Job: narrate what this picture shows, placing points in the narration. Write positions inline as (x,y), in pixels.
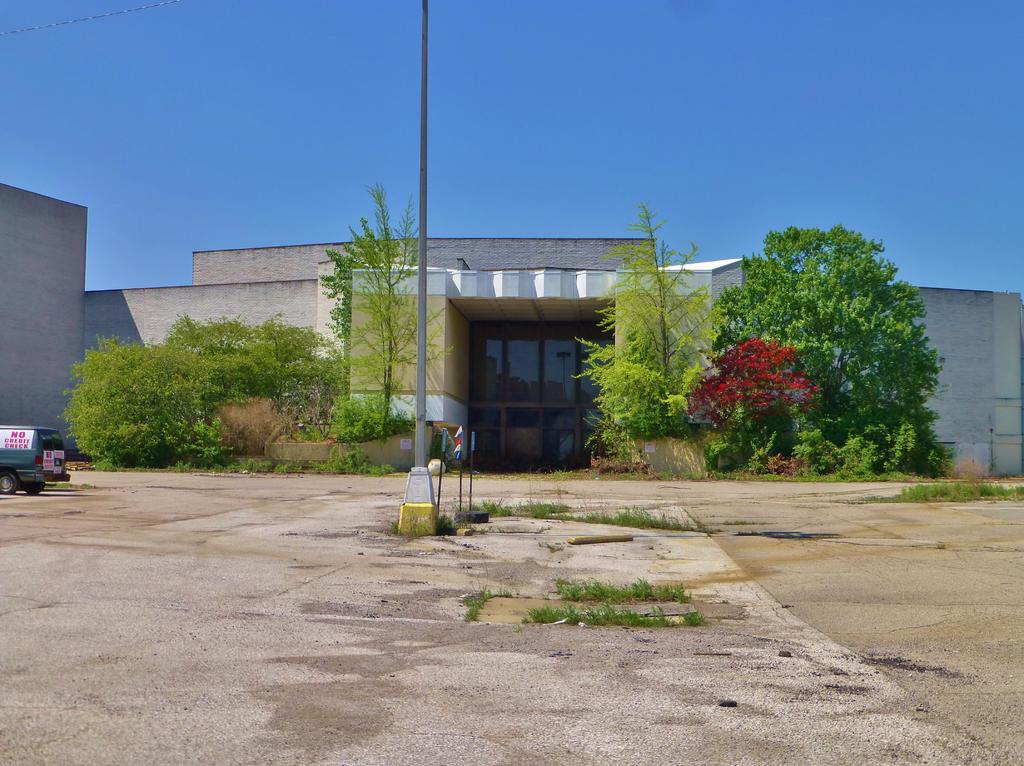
In this image I can see few poles (439,493) and grass (550,507) in the front (509,510). In the background (693,406) I can see few plants (112,451), few trees (620,320), a building (320,264) and the sky (825,87). On the left side of the image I can see a green colour vehicle (60,439) and on it I can see something is written. I can also see a wire (57,24) on the top left side of the image (171,1).
